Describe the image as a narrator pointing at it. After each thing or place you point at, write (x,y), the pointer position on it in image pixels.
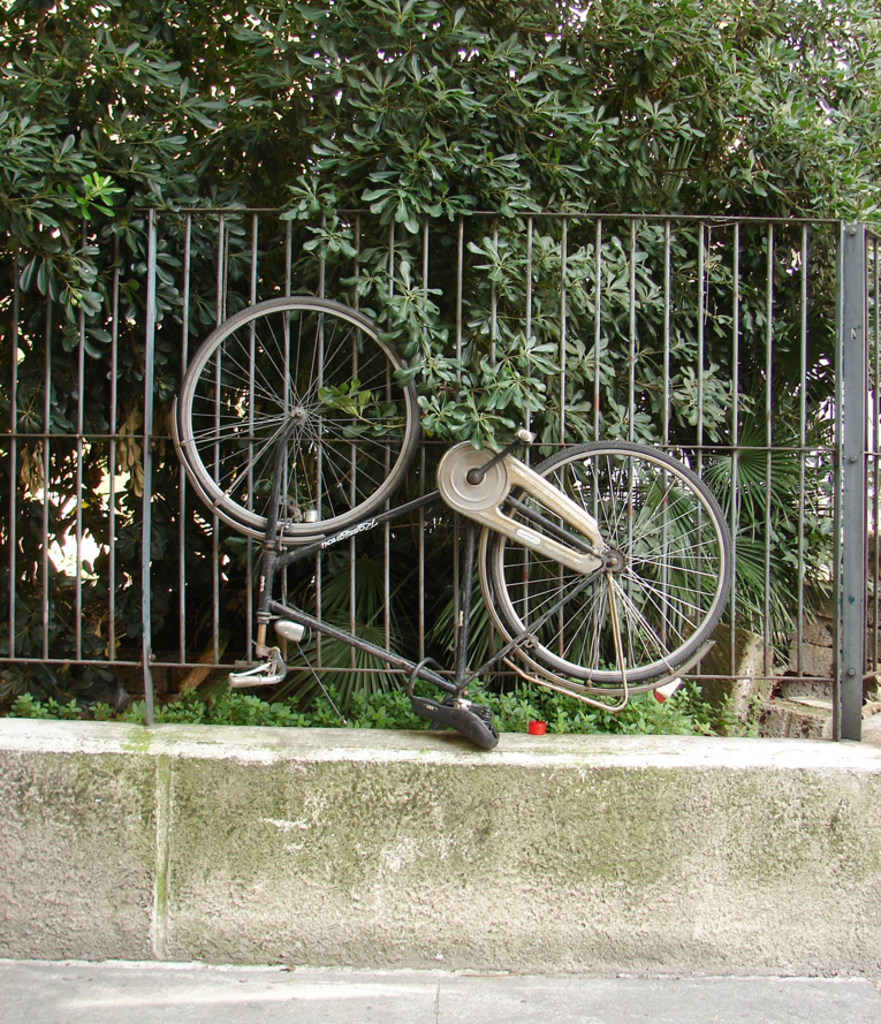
This picture is clicked outside. In this center (367,642) we can see a bicycle (409,459), metal rods (734,655) and we can see the plants (558,698) and trees (362,155). In the foreground (515,950) we can see the ground (780,985) and we can see some other objects (48,762).
